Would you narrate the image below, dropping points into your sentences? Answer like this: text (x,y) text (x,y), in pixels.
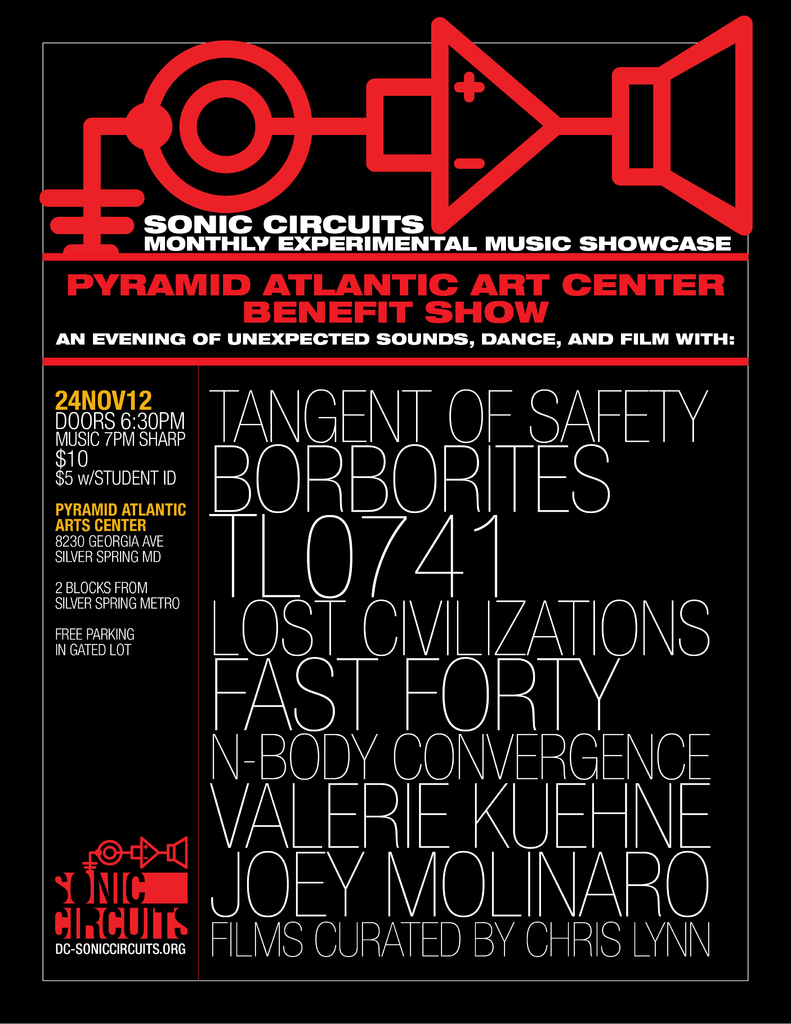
In this image there is diagrammatic representation of an amplifier (466,112) followed by the speaker (676,122). Image also consists of a white color, red color and a yellow color text (412,282) on the black background (404,250).
